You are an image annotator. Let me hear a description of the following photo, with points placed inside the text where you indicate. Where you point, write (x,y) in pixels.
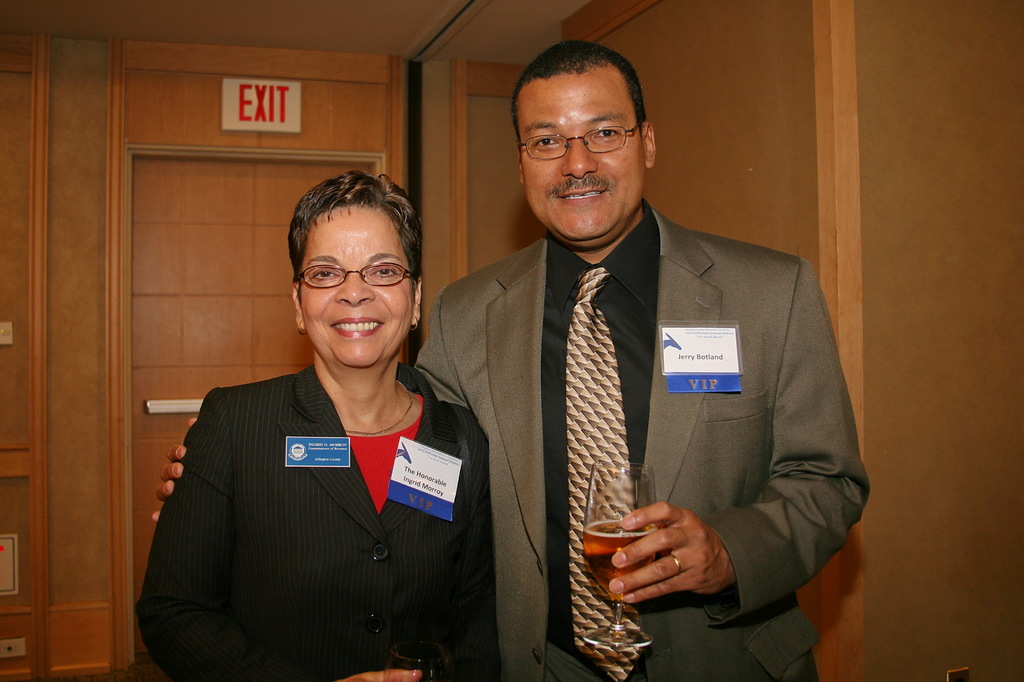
This picture shows the inner view of a building (398,141). There are two persons (368,321) with smiling faces (385,315) standing and holding glasses (613,569). There are two badges (409,472) with text (433,486) attached to the woman suit (390,576), one badge (711,359) with text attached to the man suit (699,427), three objects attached to the wall (221,101), one object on the bottom right side of the image (961,666), one object (162,405) attached to the wooden door (192,332) in the background (182,343) and one exit board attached at the top of the door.
